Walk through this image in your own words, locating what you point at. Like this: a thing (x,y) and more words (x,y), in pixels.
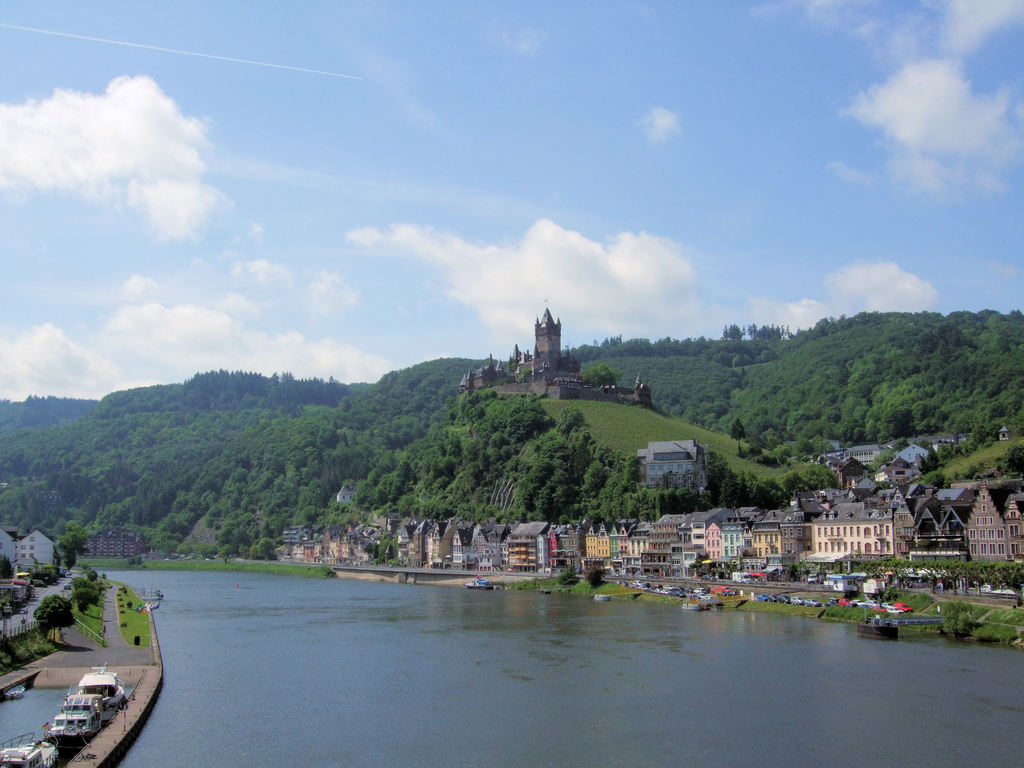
There are buildings (692,546) and trees (527,447), this is water (347,650) and a sky (432,166), these are boats (72,721).
